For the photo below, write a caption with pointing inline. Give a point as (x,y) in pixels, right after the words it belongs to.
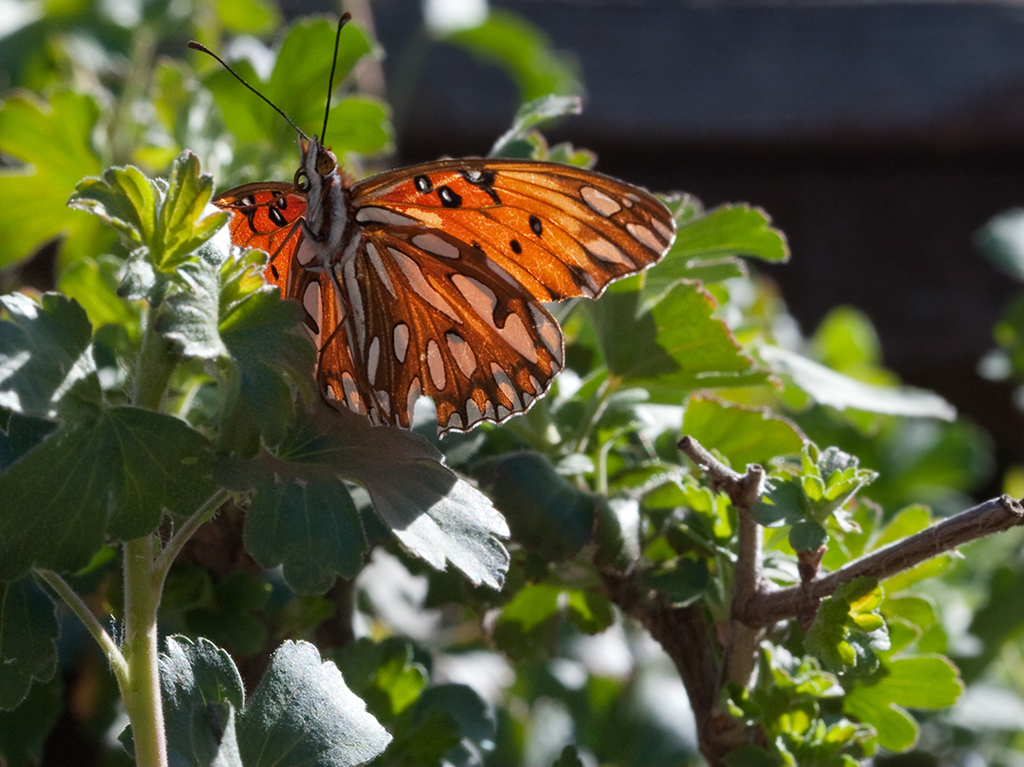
In this image there is a butterfly (409,251) on the plant (213,377). In the background (39,26) there are green leaves (672,449) and stems (687,650).
